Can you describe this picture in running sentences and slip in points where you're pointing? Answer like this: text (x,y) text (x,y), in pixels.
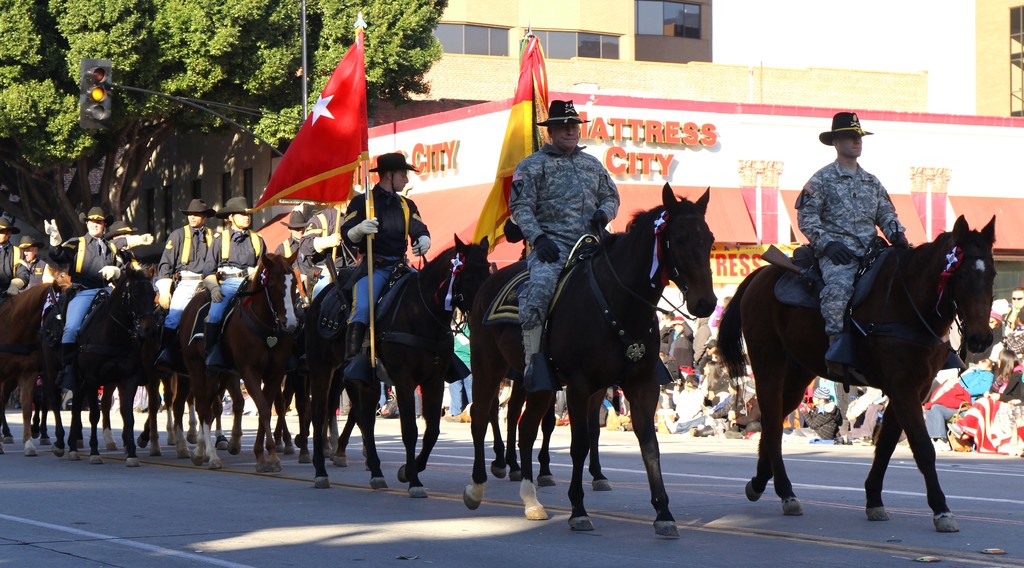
In the center of the image (358,327) we can see a few people (587,197) are riding horses (484,261) on the road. And we can see they are in different costumes (855,225). Among them, we can see two persons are holding flags (358,107). In the background (439,185) there is a building (492,17), trees (261,15), one banner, one traffic light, sign boards (421,196), few people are standing, few people (980,385) are sitting, few people (1001,383) are holding some objects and a few other objects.
